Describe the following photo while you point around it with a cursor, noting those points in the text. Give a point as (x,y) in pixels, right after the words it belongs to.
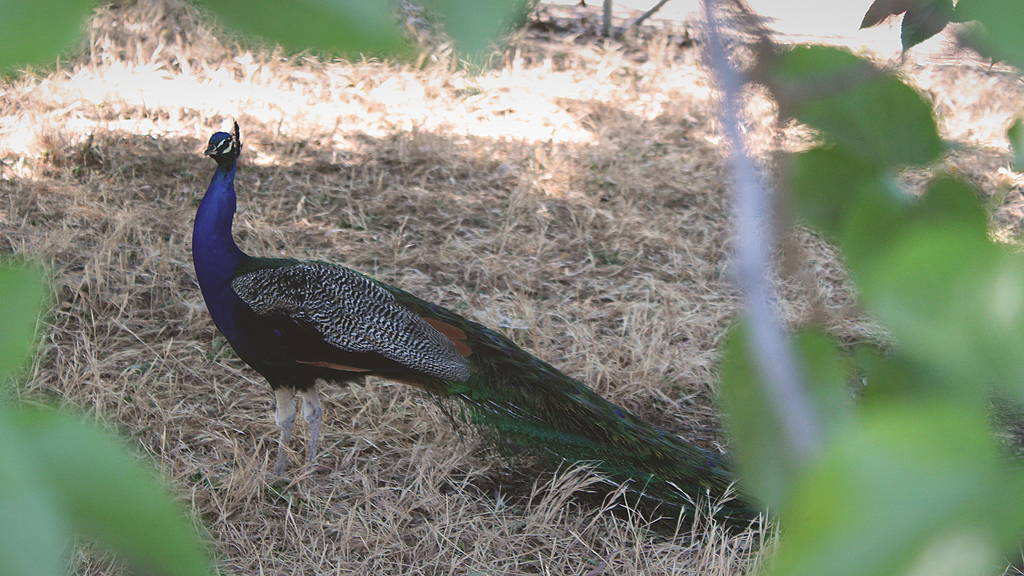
In this image I can see yellow colour grass (482,443), green colour leaves (866,550) and a blue and green colour peacock (252,335).
